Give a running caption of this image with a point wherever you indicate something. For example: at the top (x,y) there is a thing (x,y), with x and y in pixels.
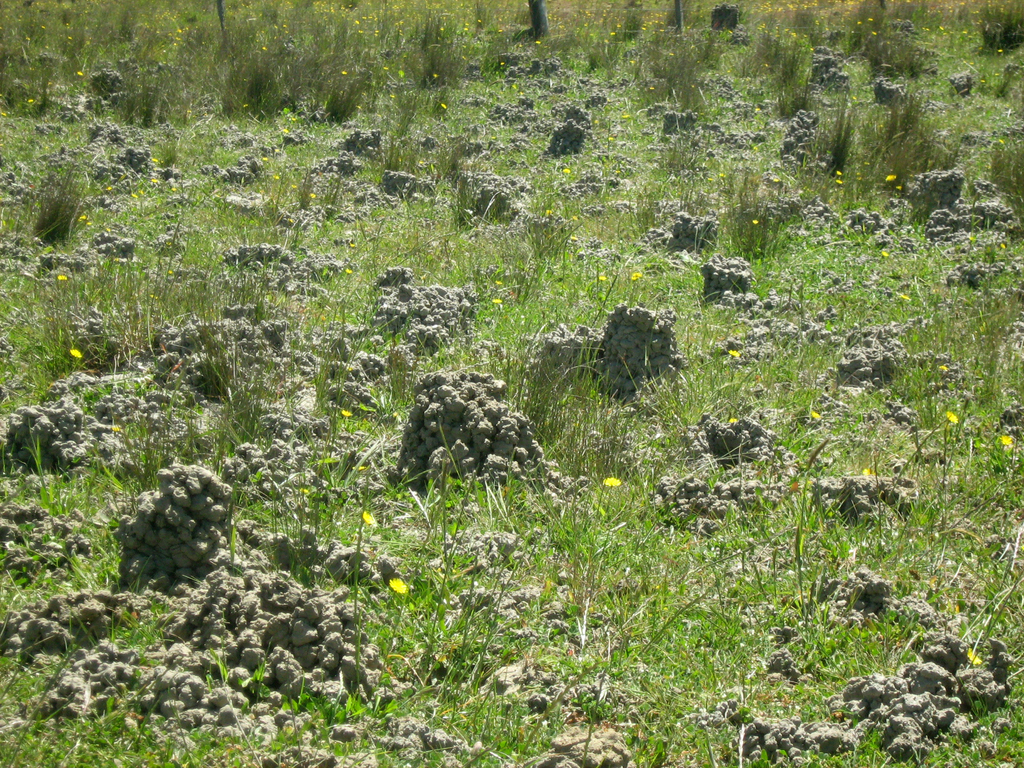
This picture is clicked outside. In the center (577,427) we can see the green grass (642,520), flowers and many other objects (613,370).
